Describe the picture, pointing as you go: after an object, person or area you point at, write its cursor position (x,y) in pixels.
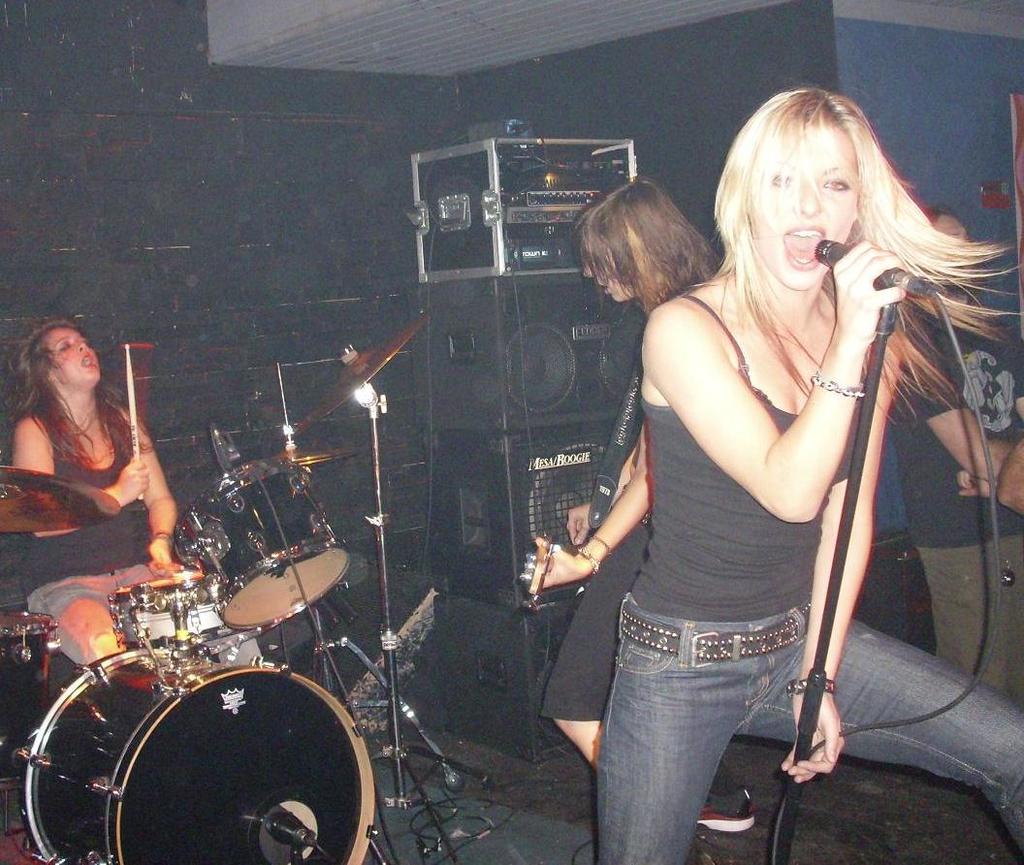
As we can see in the image there is a wall (236,273), sound box (502,378), few people (713,472) here and there. The women (712,486) on the right side (749,478) is wearing black color dress (682,473) and singing on mic (843,257) and the women (106,457) on the left side (102,442) is playing musical drums (252,607).
